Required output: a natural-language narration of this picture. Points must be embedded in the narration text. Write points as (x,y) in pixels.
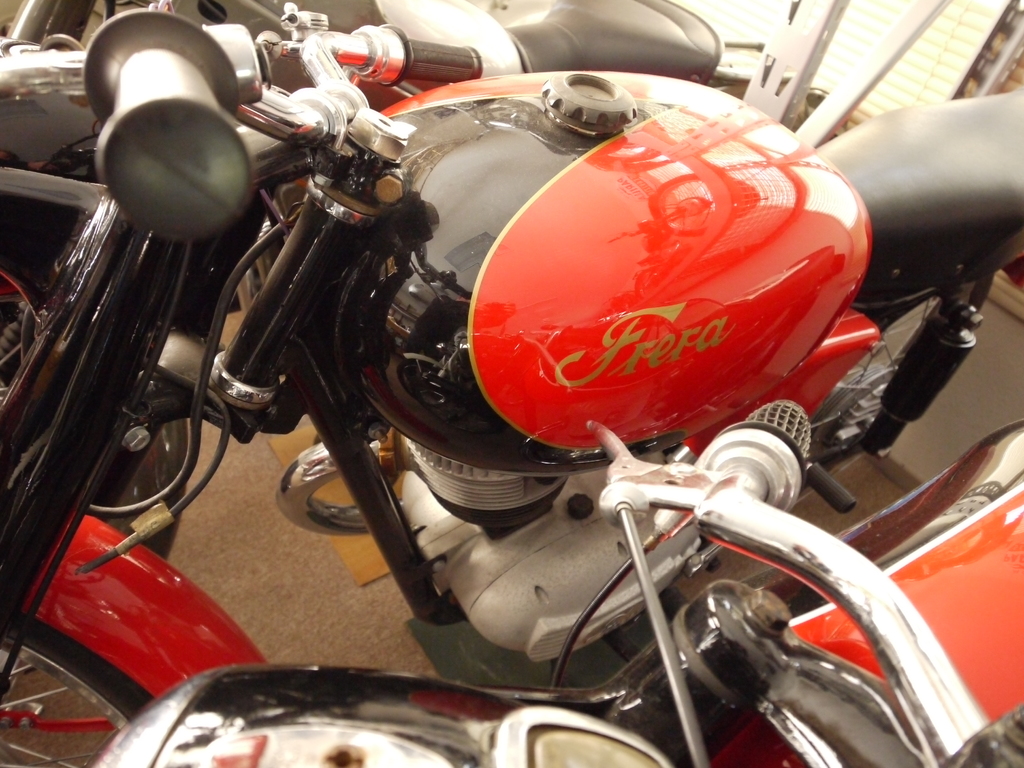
In this image few vehicles (733,160) are on the floor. Right top there are few metal rods (815,66). Behind there is a wall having window (950,58) which is covered with window blind (947,49).
